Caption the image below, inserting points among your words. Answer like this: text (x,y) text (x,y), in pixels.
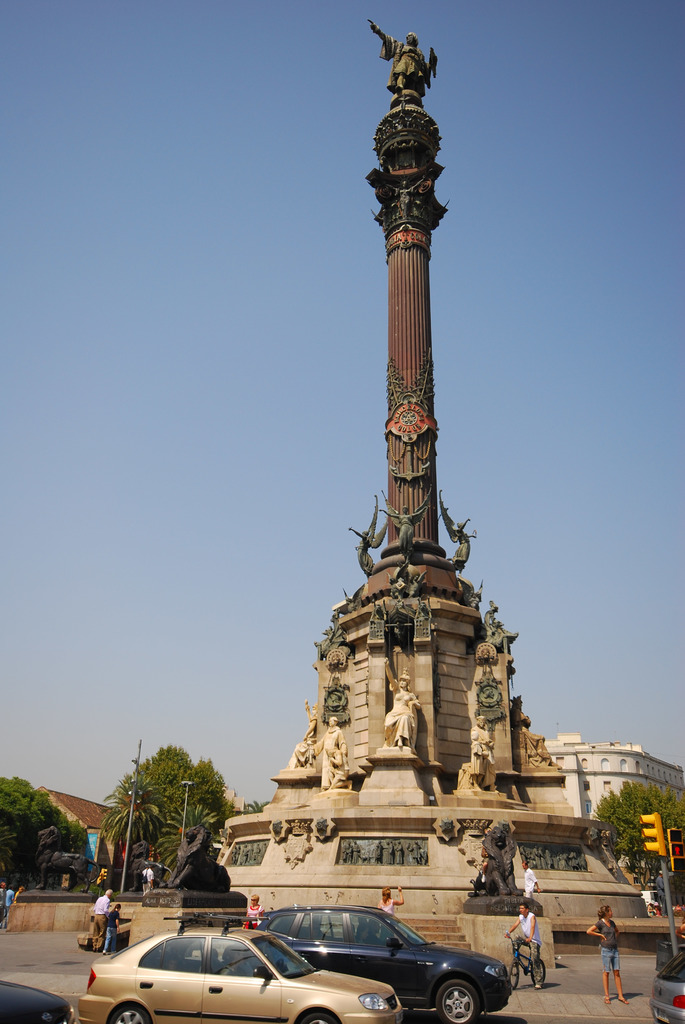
In this image I can see two cars (295,986) which are gold and black in color on the road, few persons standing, a person (539,943) riding a bicycle (514,944), a traffic signal (661,855) and a tower (460,721) which is brown, black and cream in color and few statues (396,733) which are cream and black in color. In the background (107,785) I can see buildings (93,818), few trees (123,791) and the sky (265,456).
